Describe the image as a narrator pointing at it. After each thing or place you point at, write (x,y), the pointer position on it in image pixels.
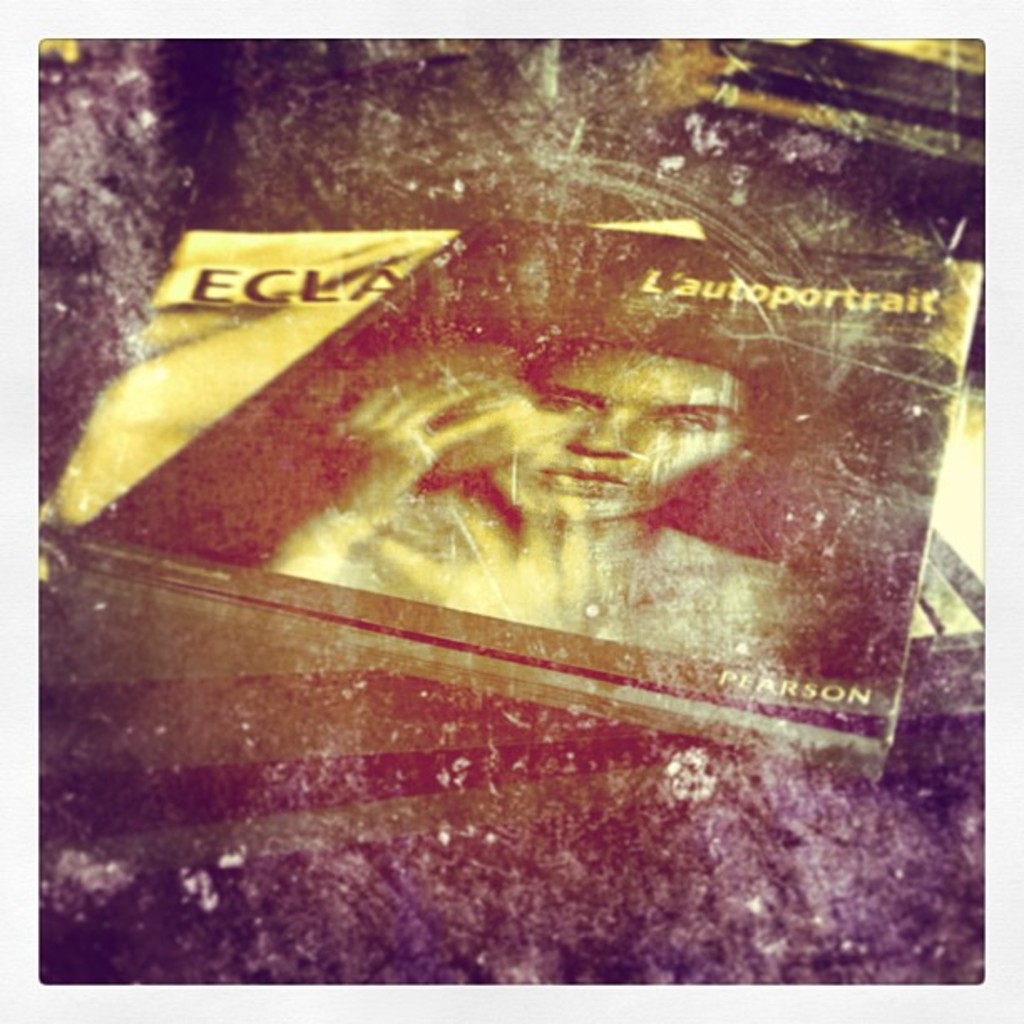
It is an unclear picture of a Pearson book (723,636) and a yellow color book (336,284) on the table (918,662).
